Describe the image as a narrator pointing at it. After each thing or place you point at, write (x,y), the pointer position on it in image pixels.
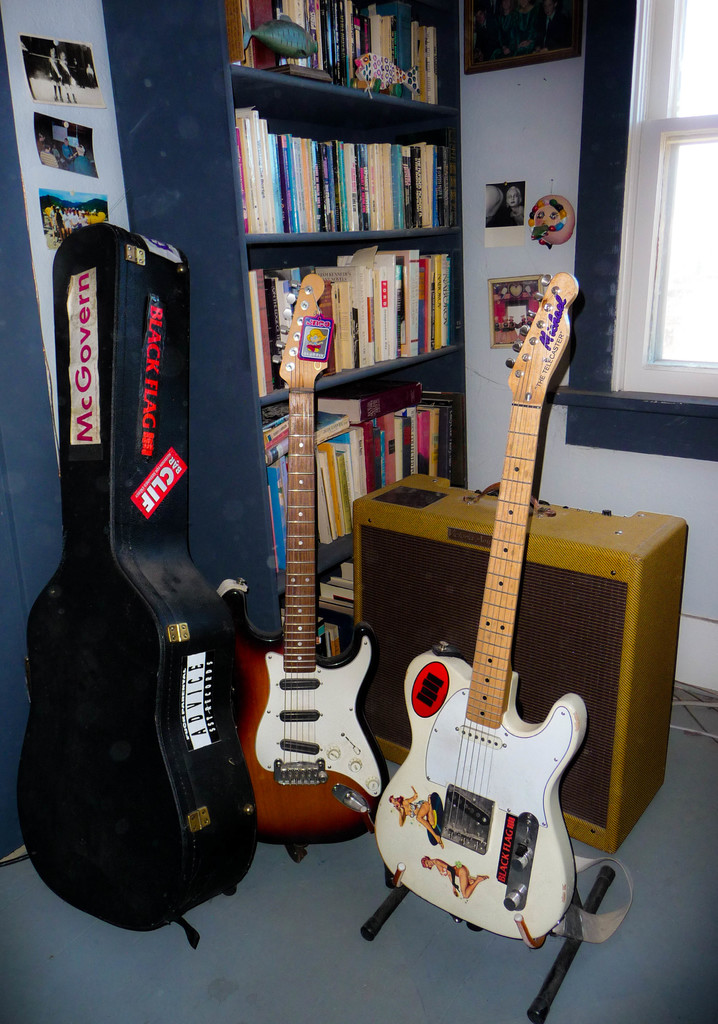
In this Image I see 2 guitars (295,420), a guitar bag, few photos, rack (432,19) full of books (437,52), a window (663,181), a photo frame (479,62) on the wall (495,77) and an equipment (664,573).
